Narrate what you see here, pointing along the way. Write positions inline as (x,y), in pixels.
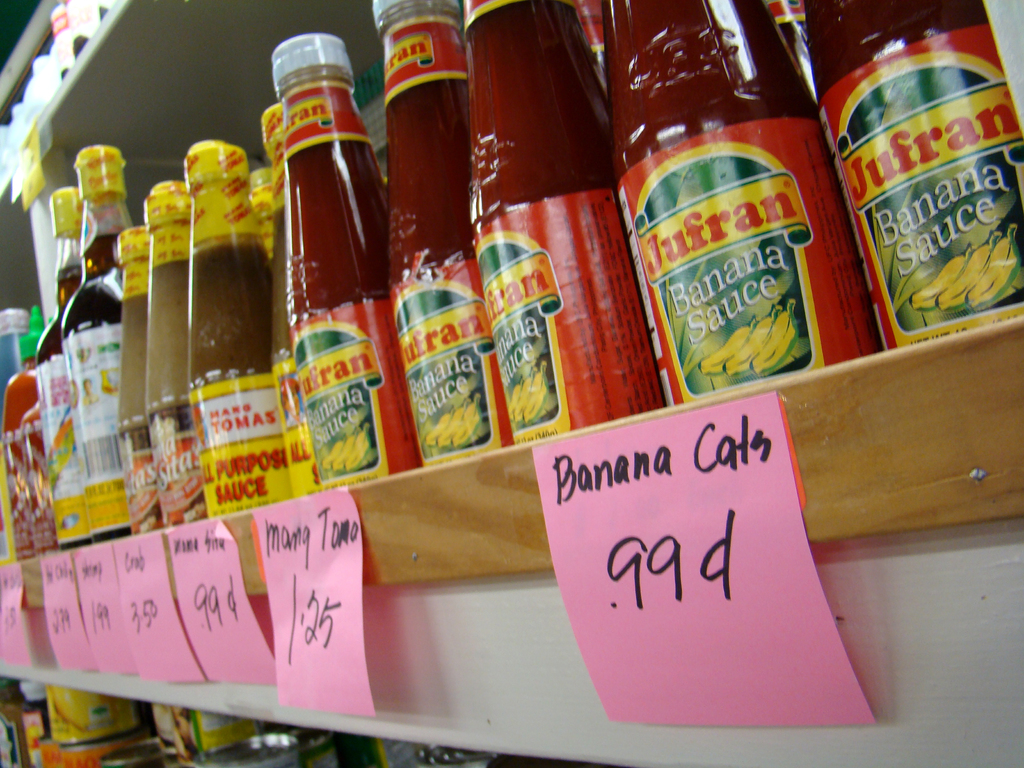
There are banana ketchup sauce bottles (604,213), and there are some kind of bottles (163,339) which are placed in the rack (217,121). There is a paper (701,496) attached to the wood (826,457), and it was written as banana cats 99 d. And there is a Mang Toma 1.25 (334,587). There is a white cap (299,64) to one of the bottle (309,128). And this red bottle (433,212) It has the sticker (398,358) of Banana sauce and with the picture of banana (441,426) on it. It seems like a super market (628,511), where all the bottles (556,153) were stored or placed in an order.
